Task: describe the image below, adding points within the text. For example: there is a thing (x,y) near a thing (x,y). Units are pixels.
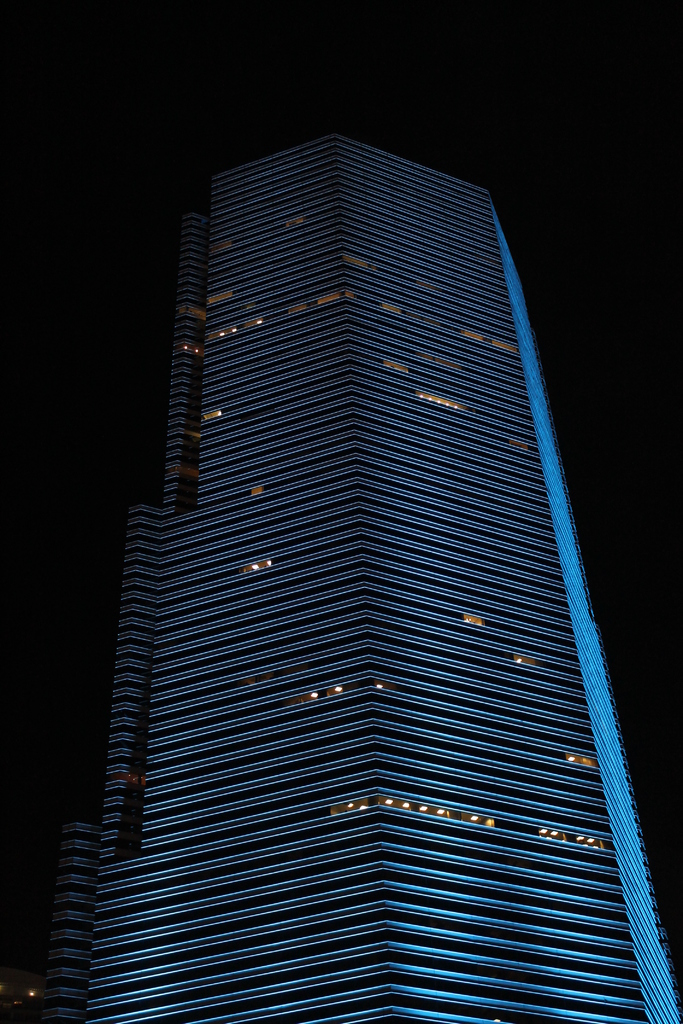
In this image there is a building (355,379).
